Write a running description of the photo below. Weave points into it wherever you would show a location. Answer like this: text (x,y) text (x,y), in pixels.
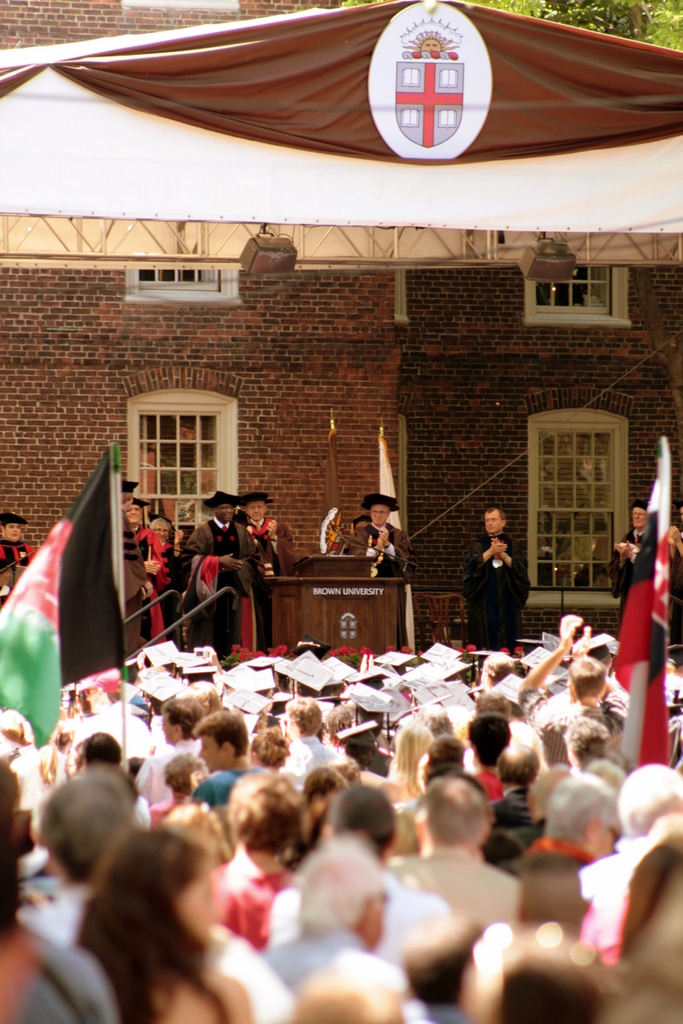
In this picture I can see group of people (370,835) among them some are standing. I can also see a podium (339,605) and flags (665,575). In the background (301,373) building (354,339) which has windows (541,531). I can also see tree (619,0).
